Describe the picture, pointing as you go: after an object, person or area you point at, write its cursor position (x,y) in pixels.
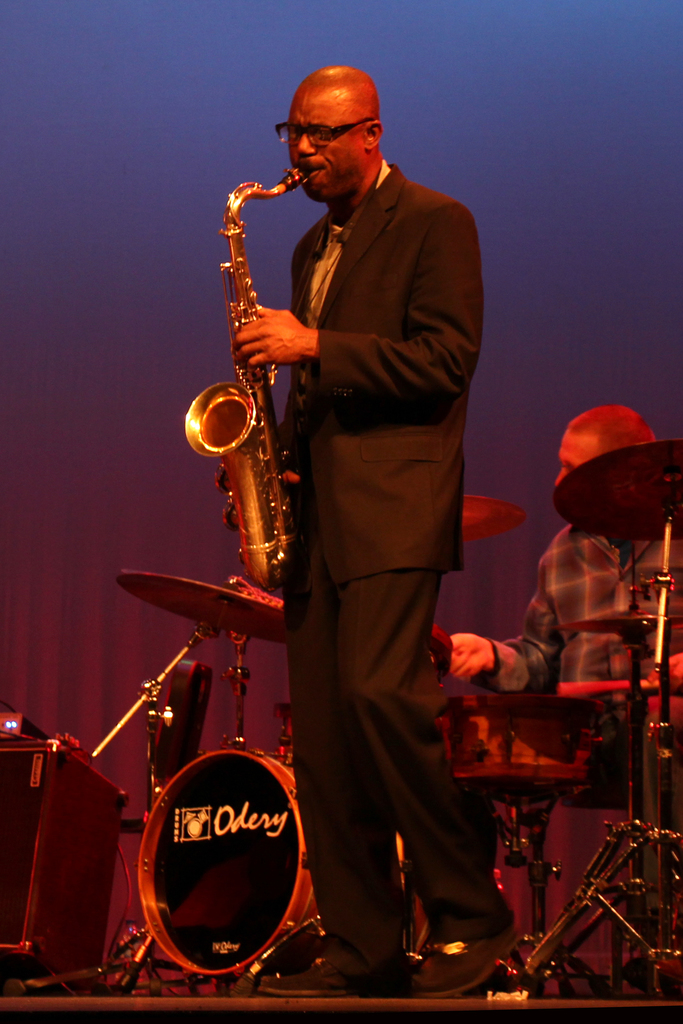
In this image we can see a man (365,931) standing on the stage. He is wearing a suit (384,398) and he is playing the saxophone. In the background (540,557), we can see another man (570,676) sitting on a chair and he is playing the snare drums (502,730).
